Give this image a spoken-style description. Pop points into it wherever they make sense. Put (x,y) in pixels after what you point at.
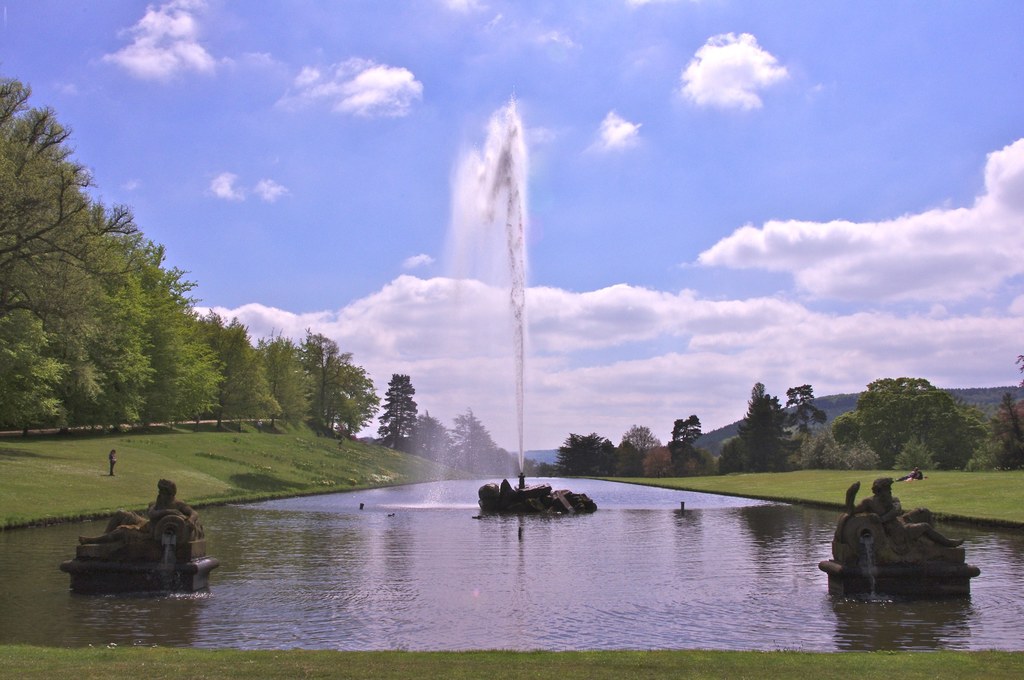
In the picture I can see a water fountain (541,506). I can also see statues (833,565) in the water (548,562). In the background (296,432) I can see the grass (270,439), trees (763,423), the sky (450,386) and some other objects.
